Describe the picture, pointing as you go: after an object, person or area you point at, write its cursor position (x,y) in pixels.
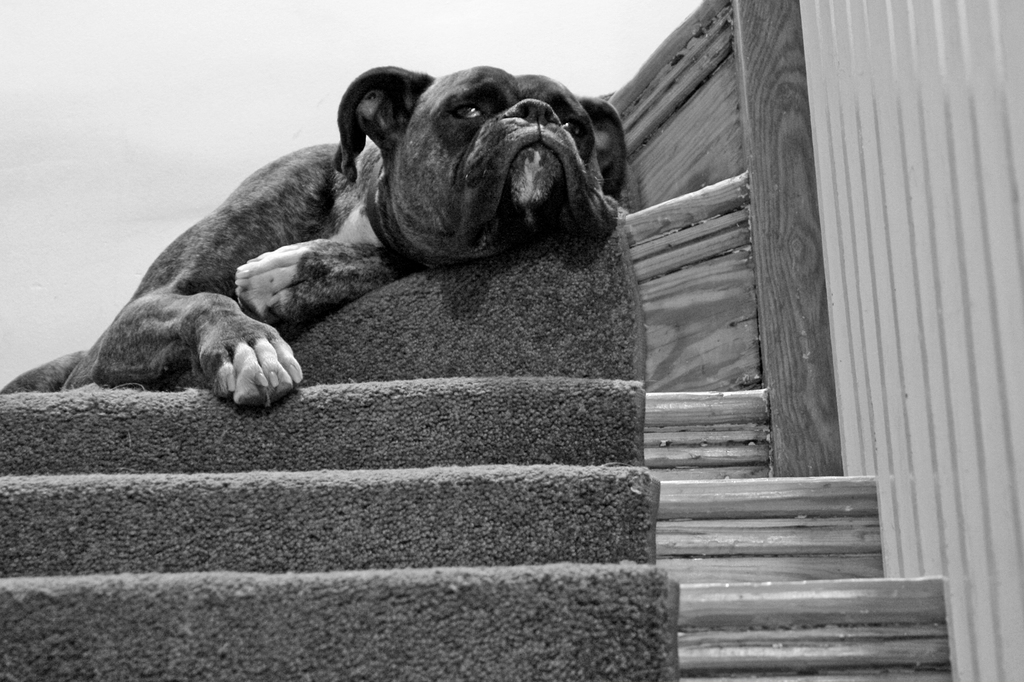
This is a black and white image. In the center of the image (454,244) there is a dog (289,348) lying on the staircase (710,361).
